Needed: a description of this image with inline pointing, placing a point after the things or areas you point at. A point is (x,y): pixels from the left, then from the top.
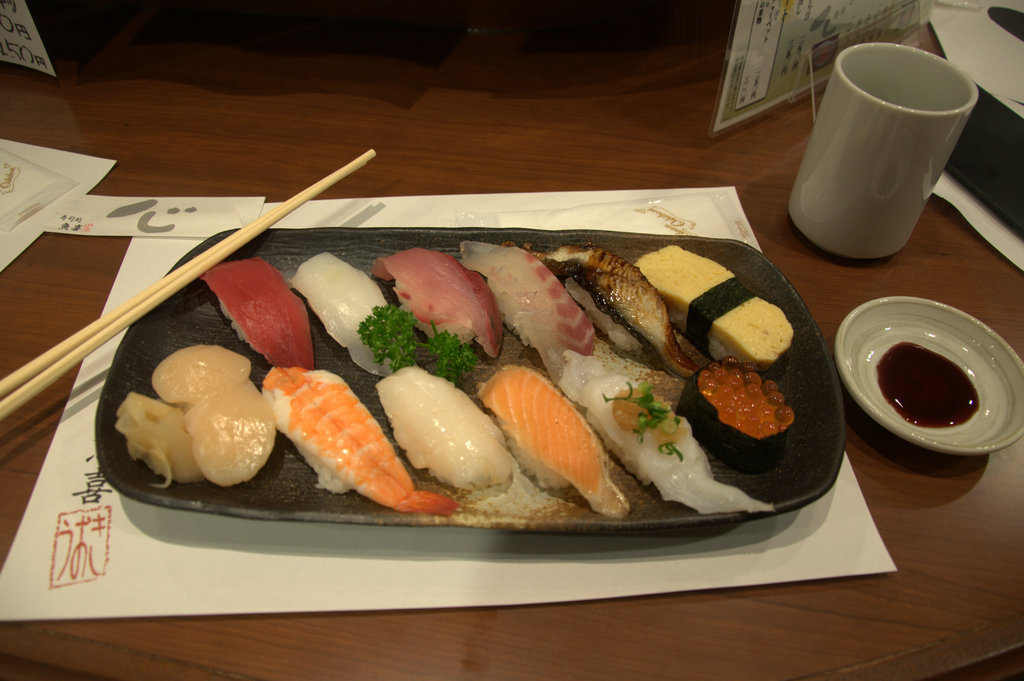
There were different kinds of food (439,367) in the plate (812,437) on the table (120,190). There are chopsticks (52,349) here. Beside the plate (800,309), there is a glass (858,157) and a small plate (888,316) here. Here is the table (480,78).
